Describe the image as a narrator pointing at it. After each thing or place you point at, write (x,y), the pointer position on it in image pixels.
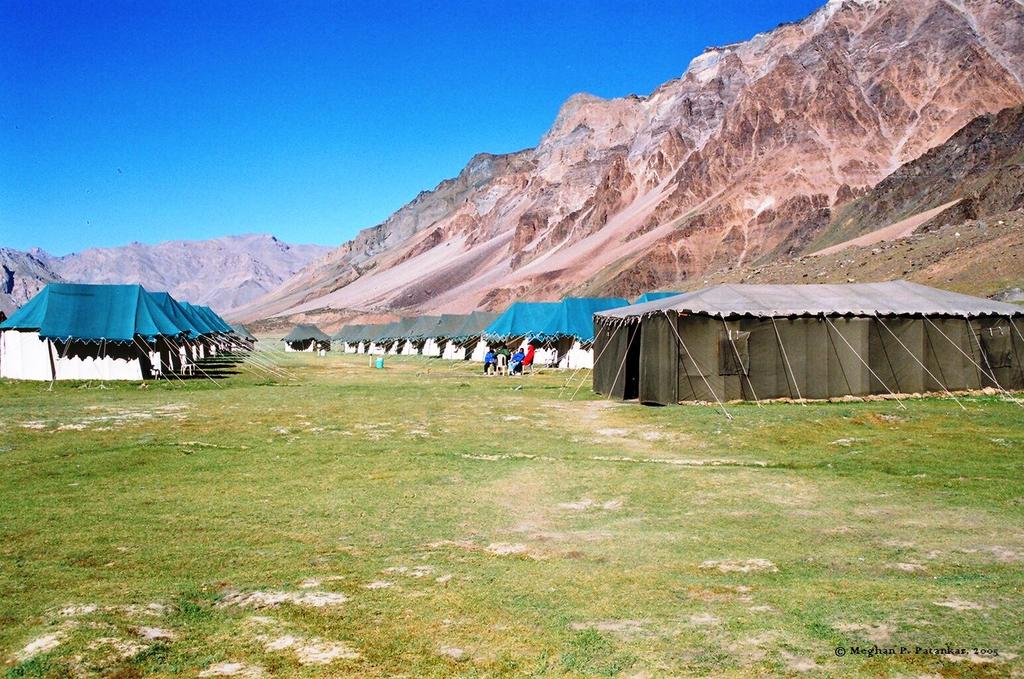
In this image I can see tents (313,338) on the grass (421,369). Few people (492,349) are sitting on the chairs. There are hills (661,273) at the back (577,232). There is sky (457,145) at the top (457,145).
